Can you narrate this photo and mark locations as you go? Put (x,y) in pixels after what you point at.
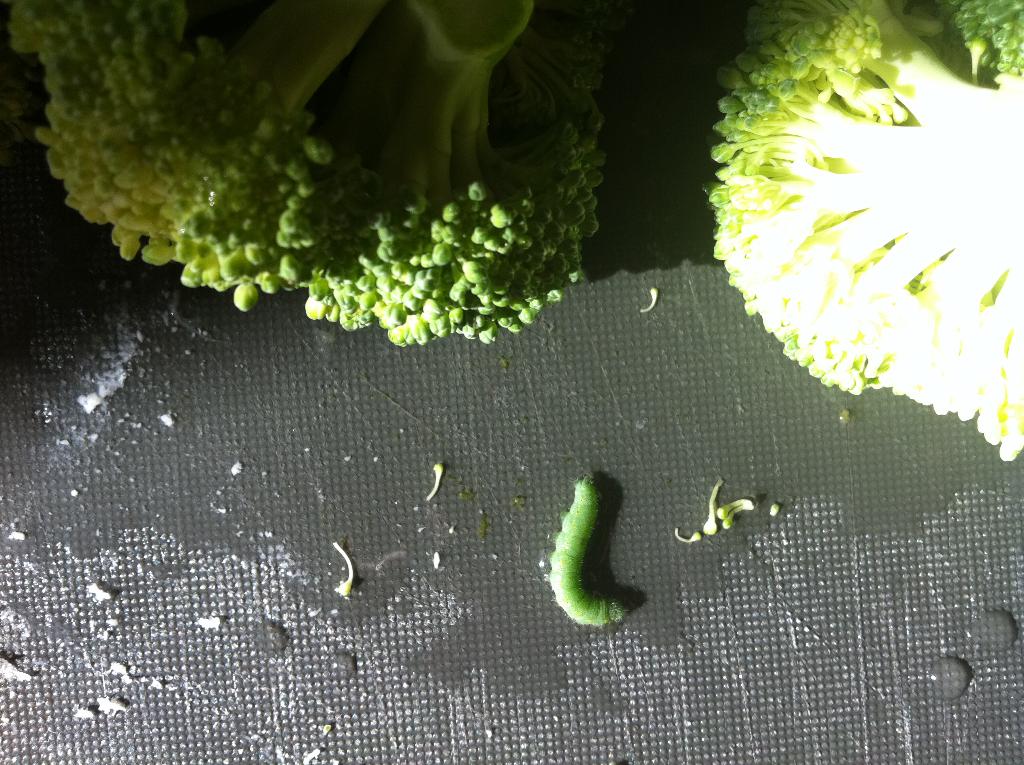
In the picture we can see insect (581,543) which is in green color is on the surface (525,533) and there is broccoli (562,124).
